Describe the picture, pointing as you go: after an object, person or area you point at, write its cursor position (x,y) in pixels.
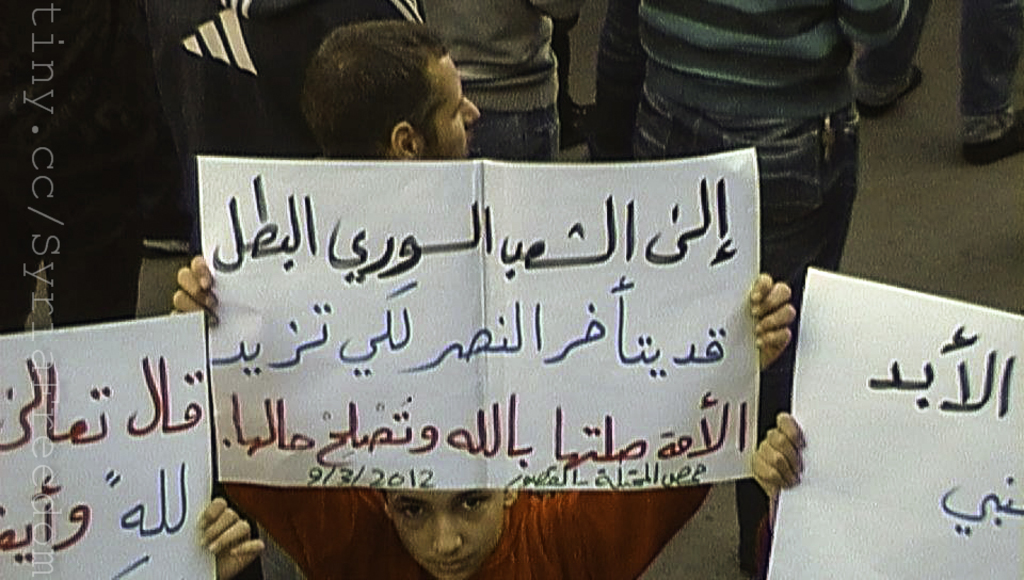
As we can see in the image there are few people (79,160). Few of them are holding posters (556,468) in their hands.
